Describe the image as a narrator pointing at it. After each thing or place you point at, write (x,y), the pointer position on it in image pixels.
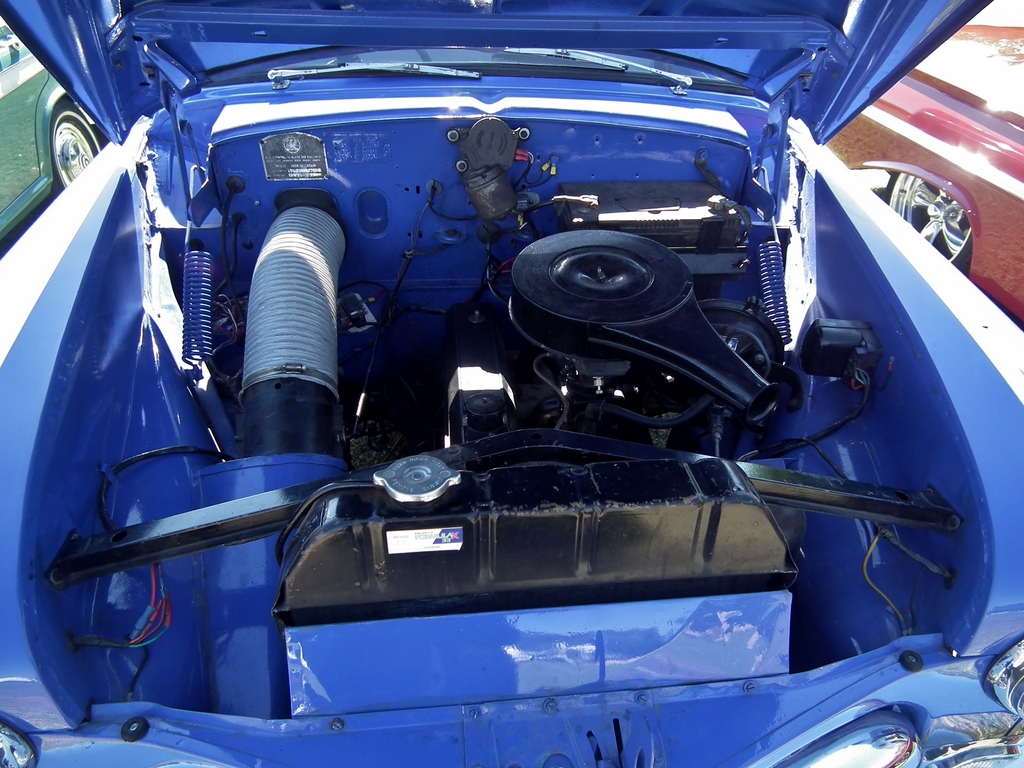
In this image there are three cars (555,213). There is a green car (40,142) at the left most of the image (56,167). There is a red car (947,126) at the right most of the image (964,128) and blue car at the center (589,340).
